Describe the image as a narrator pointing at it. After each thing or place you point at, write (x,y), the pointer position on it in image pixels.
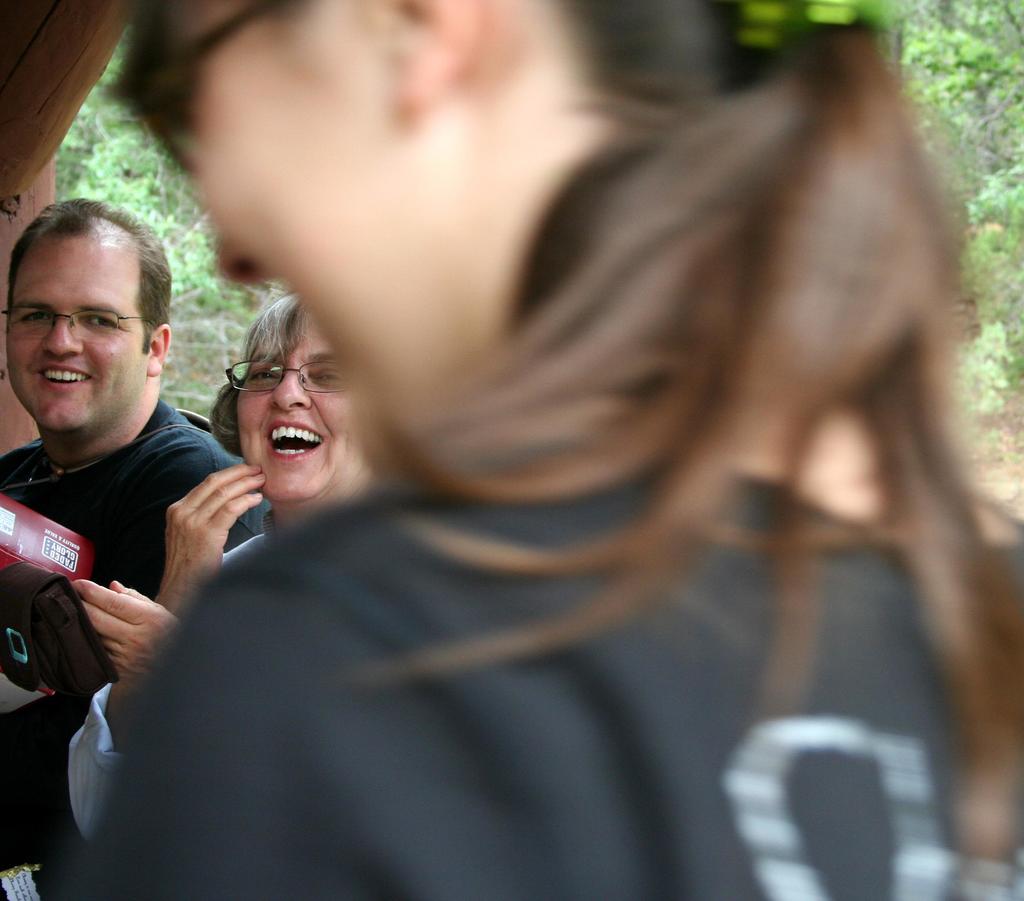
In this image there are three people (368,428). They all are smiling.
